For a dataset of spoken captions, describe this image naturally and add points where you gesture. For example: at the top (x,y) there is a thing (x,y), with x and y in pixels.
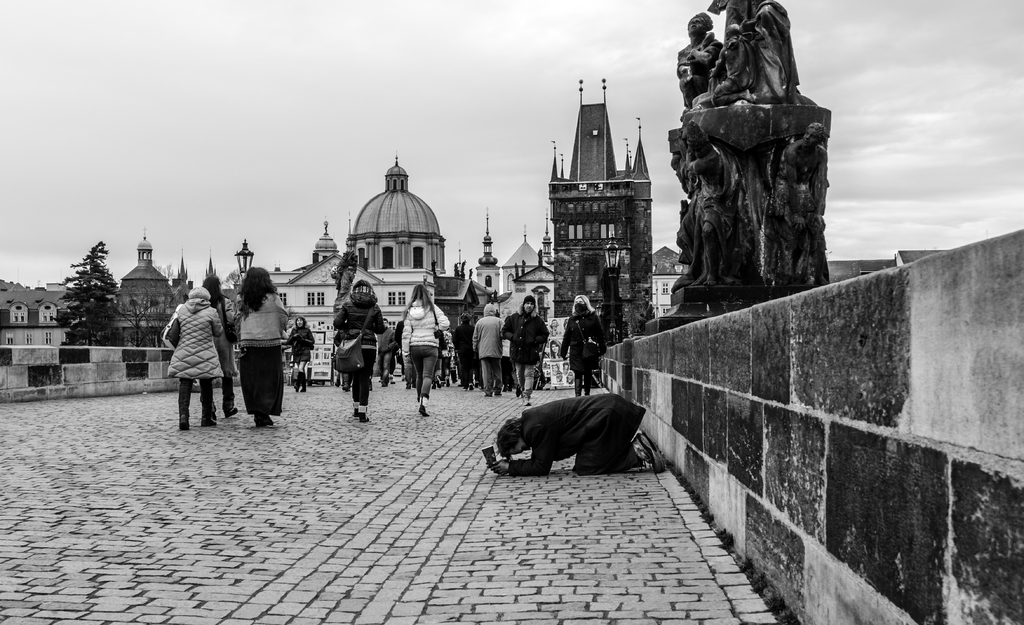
In this image there is buildings (393,278), there are persons (475,337) walking on the street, there is sky (281,84), there is a wall (906,422), there are trees (102,278).
